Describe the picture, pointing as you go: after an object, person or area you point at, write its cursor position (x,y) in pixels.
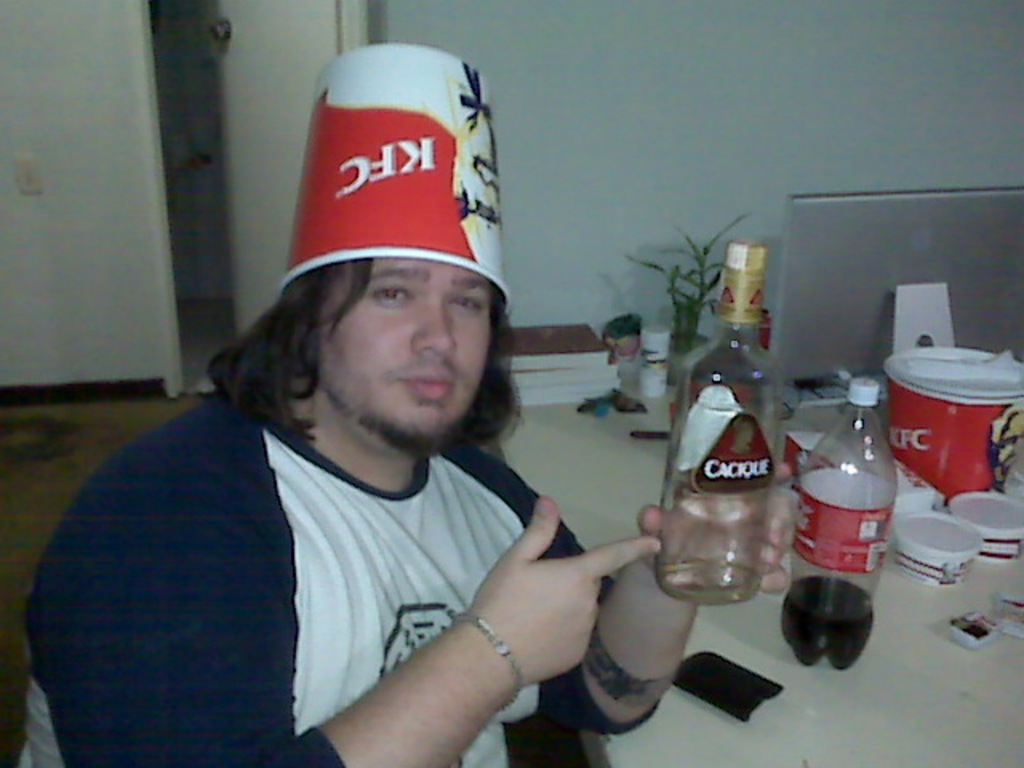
In this image I see a man (632,688) who is holding a bottle (744,582) and there is a box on his head (313,305). I see a table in front of him on which there is another bottle (872,394), few cups (970,494), two boxes (918,442), books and a plant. In the background (722,183) I see the wall (519,104), a laptop (843,353) and the door (172,217).
